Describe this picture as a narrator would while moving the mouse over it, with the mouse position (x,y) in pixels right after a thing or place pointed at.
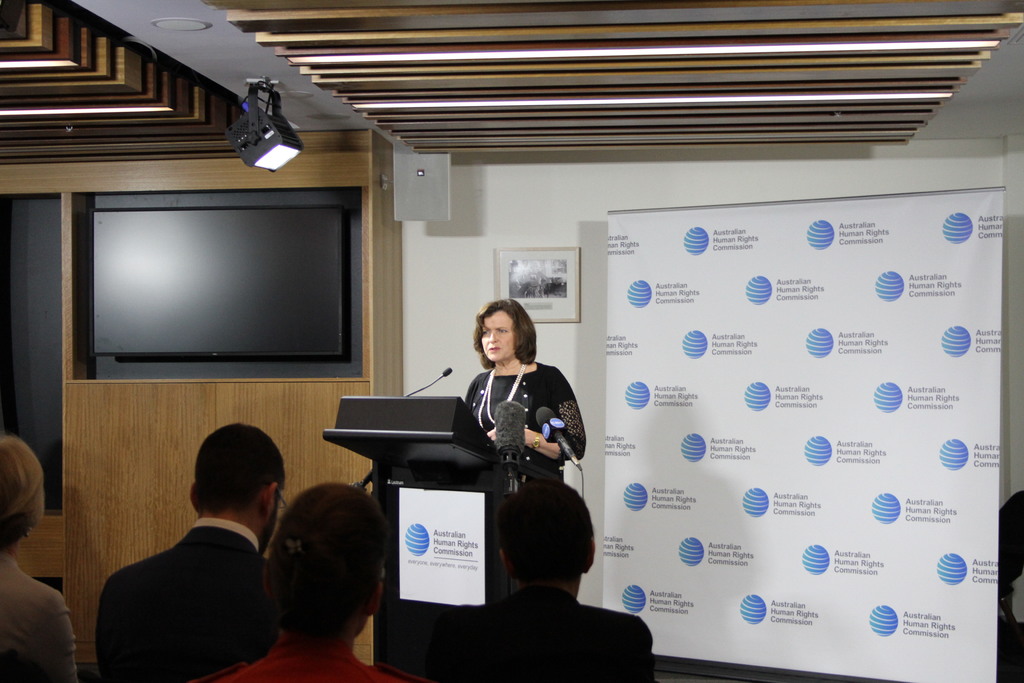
In this image there is a lady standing on the stage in front of table (378,628) and speaking in a microphone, in front of her there are lot of people (400,674) sitting on the chairs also there is a banner (793,209) on the wall (442,274) behind her and a TV (174,305) on the wooden wall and lights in the roof (123,126).
